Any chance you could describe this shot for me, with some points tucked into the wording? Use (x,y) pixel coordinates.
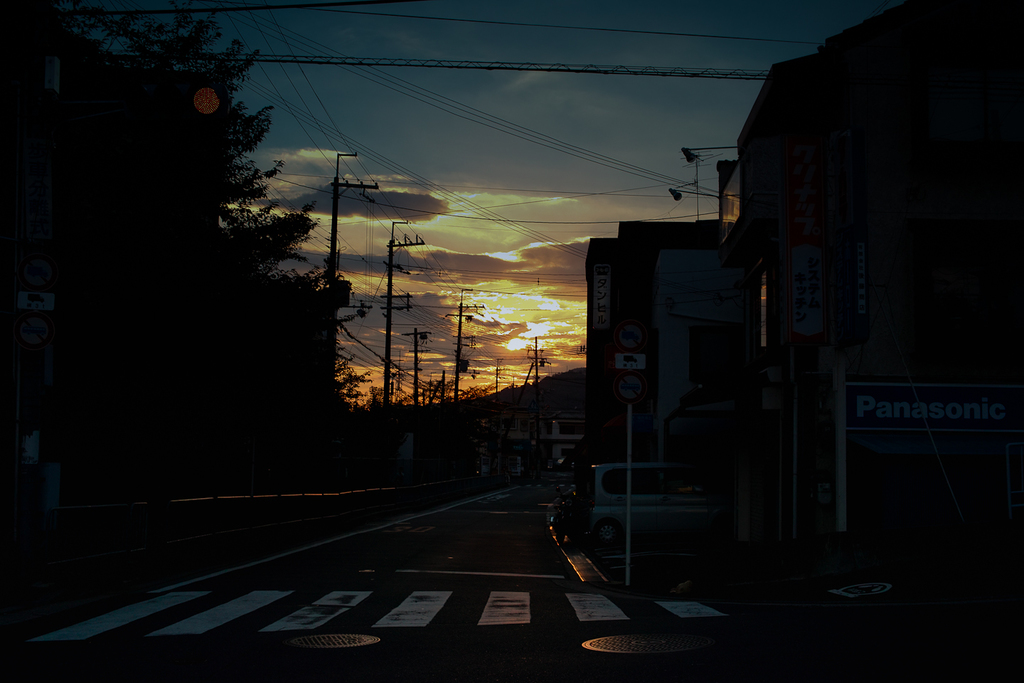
In this image we can see some buildings (732,350), a vehicle (688,526), poles (837,463), name board (906,387) and some other objects (643,334). On the left side of the image (211,296) there are some trees (307,334), poles (332,274) and some other objects (58,490). In the background of the image (364,226) there are poles (388,332), cables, the sky (393,340) and other objects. At the bottom of the image (508,488) there is the road (335,575) with zebra crossing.
